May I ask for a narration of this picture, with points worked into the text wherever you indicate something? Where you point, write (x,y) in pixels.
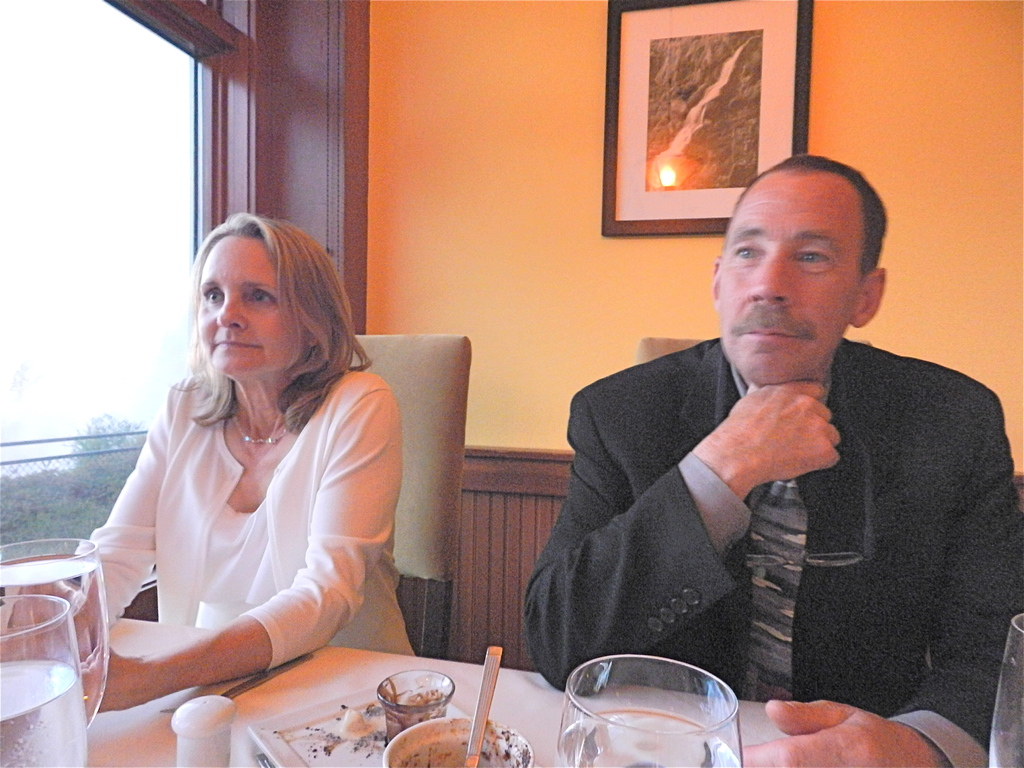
In this image I can see two persons (674,390) sitting on the chairs (413,396). In front (20,677) I can see glasses (24,664), spoon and some objects (214,713) on the table (526,702). Back the frame (622,96) is attached to the wall (402,86). I can see a glass window (109,188) and trees (82,482).
